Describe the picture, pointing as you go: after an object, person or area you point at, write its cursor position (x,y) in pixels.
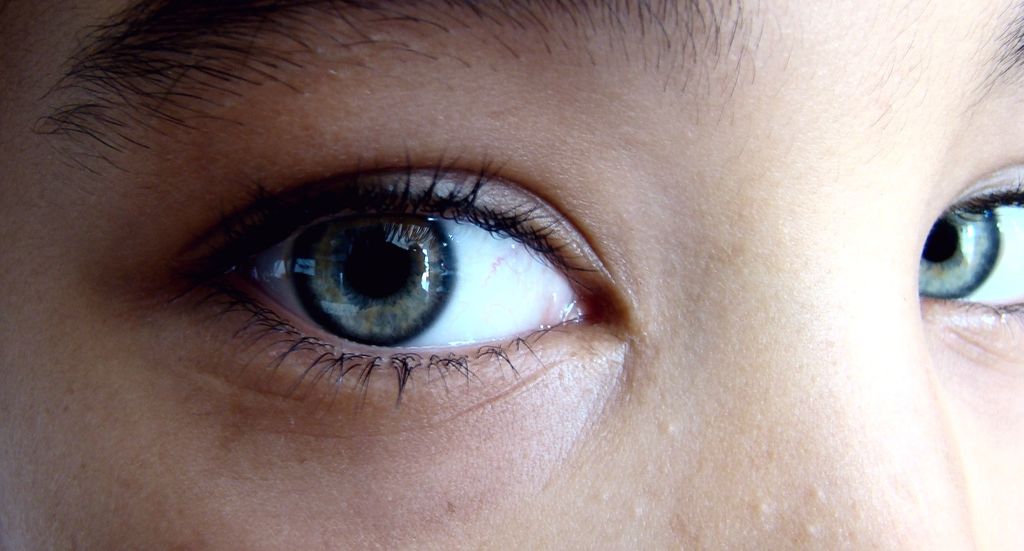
In this image, we can see a human eyes (968,282), eyelashes (396,198), eyebrows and skin (183,485).
